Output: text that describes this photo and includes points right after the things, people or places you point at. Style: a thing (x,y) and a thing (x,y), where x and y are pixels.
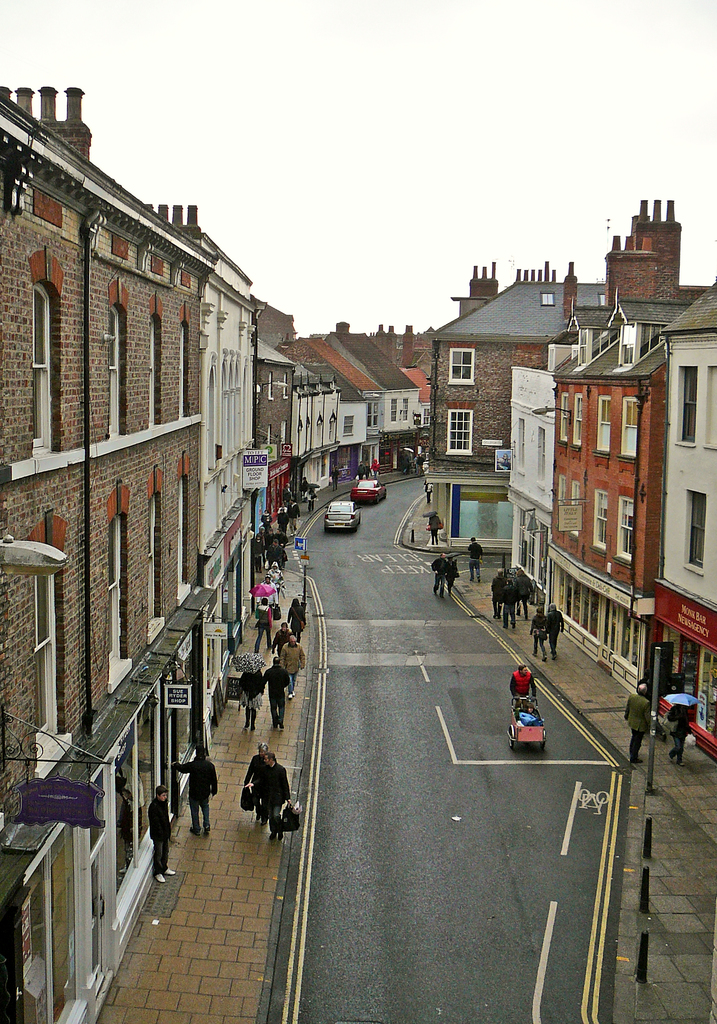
In this image we can see there are buildings (519,486) and boards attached to the building (339,424). In between the buildings (344,424), we can see the vehicles (332,525) on the road (397,764). And there are people (261,601) walking on the ground (629,775) and holding bags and umbrellas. And we can see the pole (651,764) and the sky (439,153).
